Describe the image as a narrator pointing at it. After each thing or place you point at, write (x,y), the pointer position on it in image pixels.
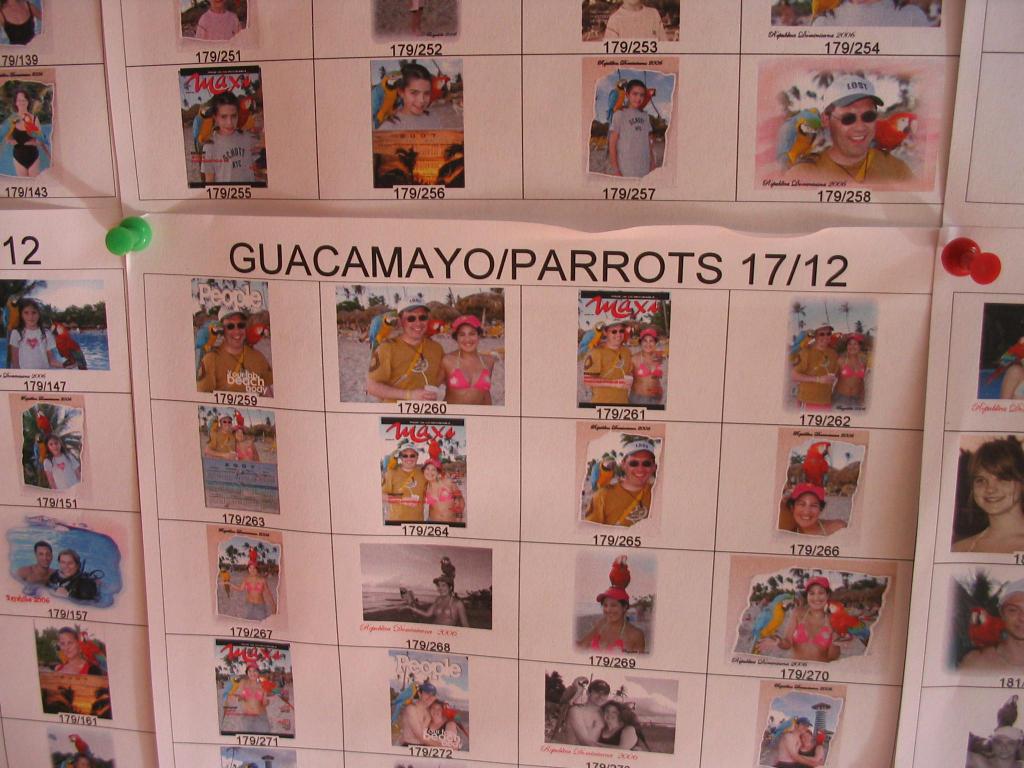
In the image we can see some papers (425,63), on the paper (526,3) there are some pictures (762,66).
